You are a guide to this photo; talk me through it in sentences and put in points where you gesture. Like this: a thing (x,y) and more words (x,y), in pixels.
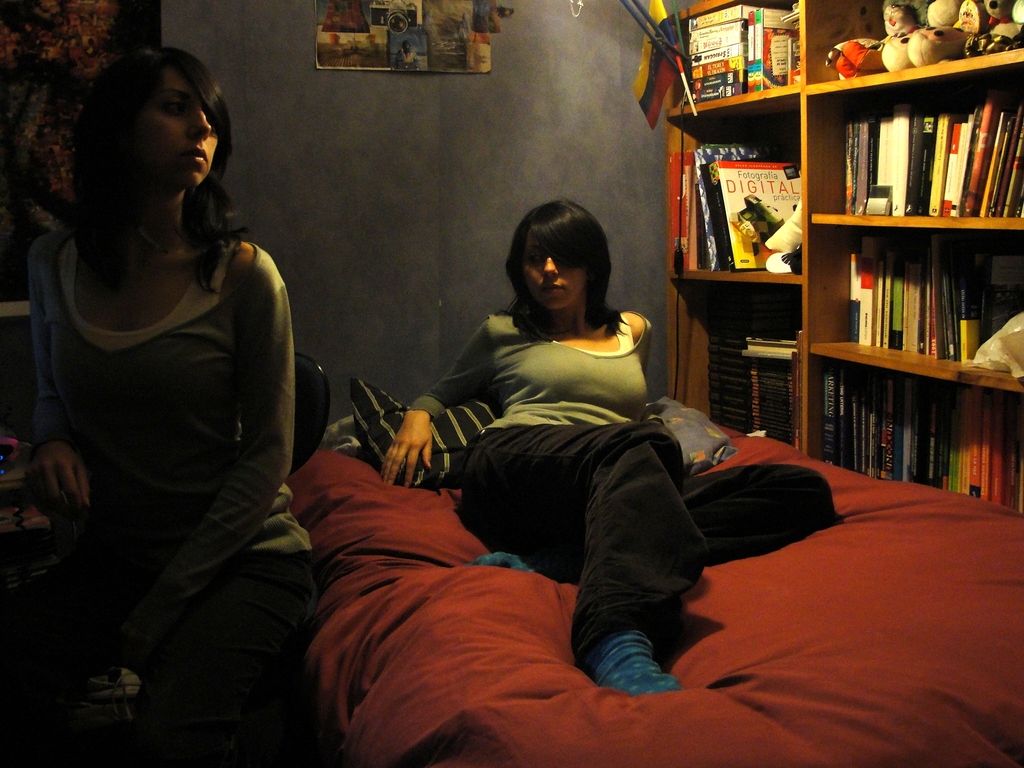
This picture shows a woman (470,515) laying on the bed (823,567) and we see a woman (99,484) seated on a chair (311,408) and we see books (1017,427) in the bookshelf (924,102) and a poster (473,40) on the wall (399,79) and we see couple of pillows (380,448).
